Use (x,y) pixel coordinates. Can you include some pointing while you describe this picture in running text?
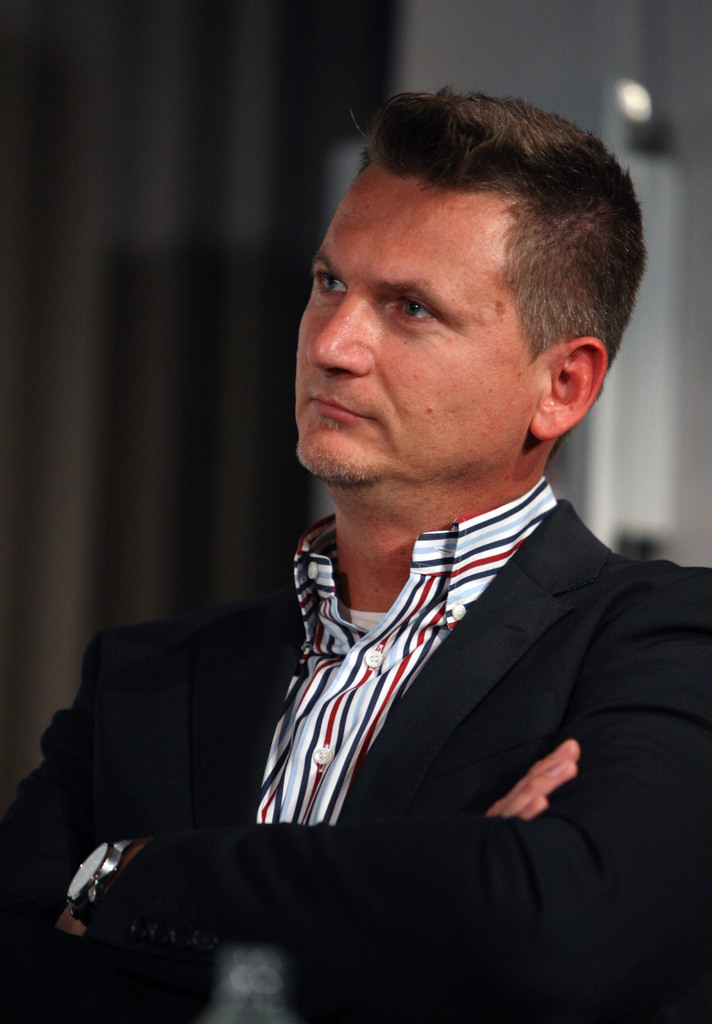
This person (518,627) wore a suit (445,772) and looking left side of the image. Background (59,294) it is blur.
